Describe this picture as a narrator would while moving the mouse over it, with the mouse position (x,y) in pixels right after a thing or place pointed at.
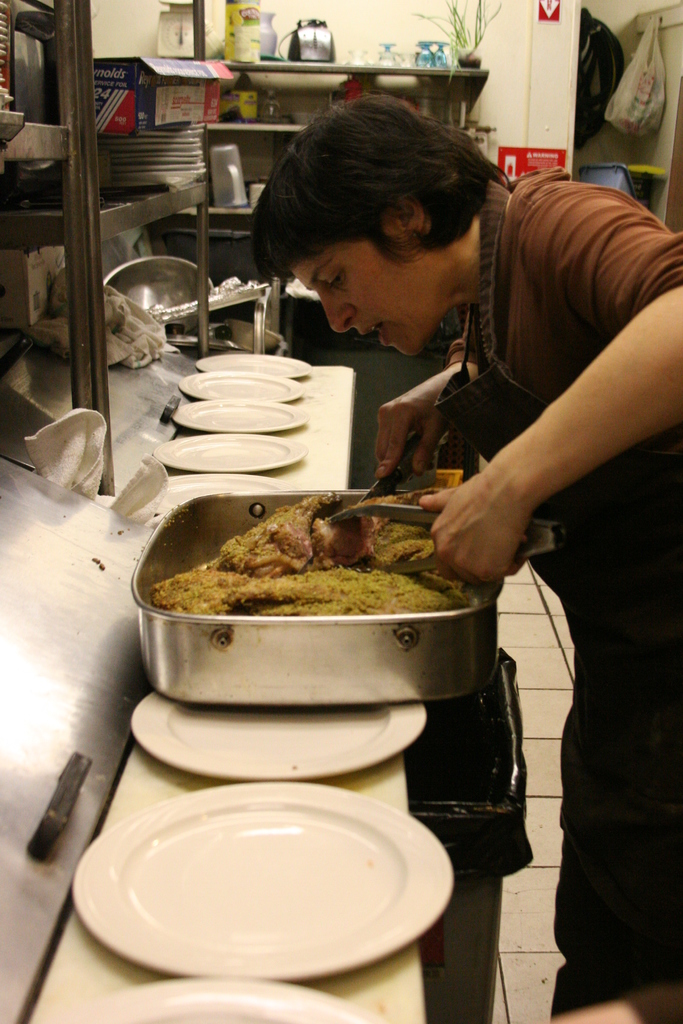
In this image there is a woman (557,434) standing towards the right of the image (557,444), she is holding an object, there is a bowl (448,655), there is food (378,542) in the bowl (403,629), there are plates (239,854) on the object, there are objects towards the right of the image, there are shelves (48,142), there are objects (298,59) in the shelves (285,125), there is a bag (637,88), there is a wall (392,13) towards the top of the image (520,41), there are objects (578,129) on the wall (561,110), there is floor (527,815) towards the bottom of the image (520,910).
